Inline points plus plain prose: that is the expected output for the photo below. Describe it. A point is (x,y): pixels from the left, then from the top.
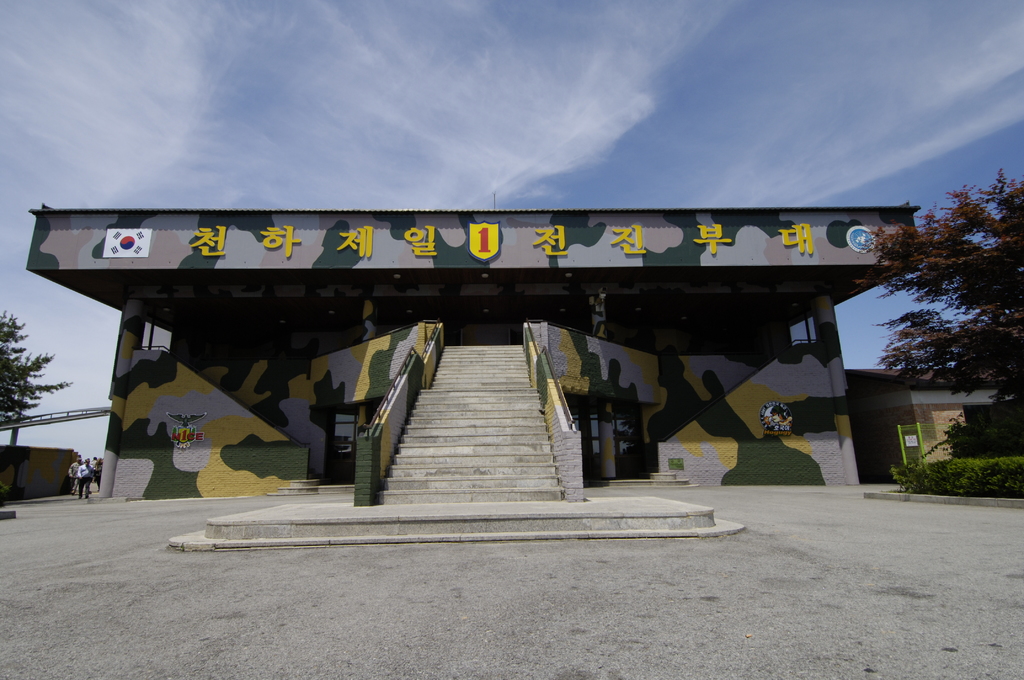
In this image we can see there is a ground (685,491). And on the ground (449,554) there is a building (513,403) with stairs (489,397). And beside the building (108,452) there are persons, Trees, Plants (942,488), Fence (906,454), Wall (890,413) and a sky (352,179).
